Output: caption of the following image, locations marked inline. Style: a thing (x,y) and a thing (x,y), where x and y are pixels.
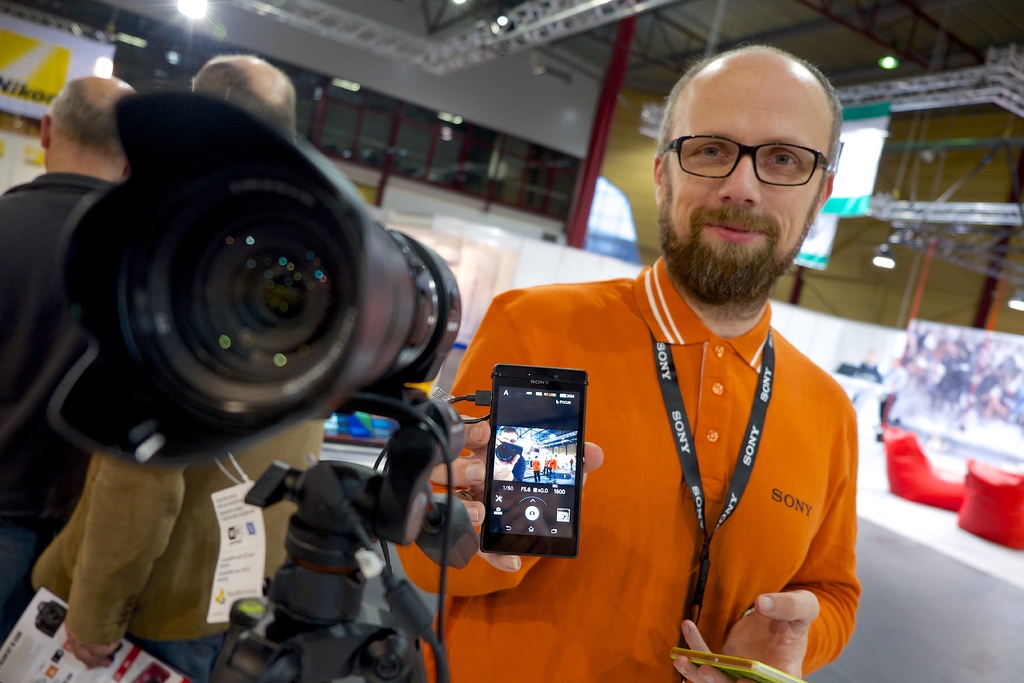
This image is clicked inside a store (648,5). In the front (333,480), there is a camera (327,378) on the camera stand (286,603). There are three people (664,492) in this image. To the right (703,484), the man (706,477) is holding a phone (529,532) and he is wearing a orange shirt (715,508). To the right (995,513), there are two red pillows (981,510). In the background (440,85), there is a wall (565,106), stand (476,58) and pole (599,118).
